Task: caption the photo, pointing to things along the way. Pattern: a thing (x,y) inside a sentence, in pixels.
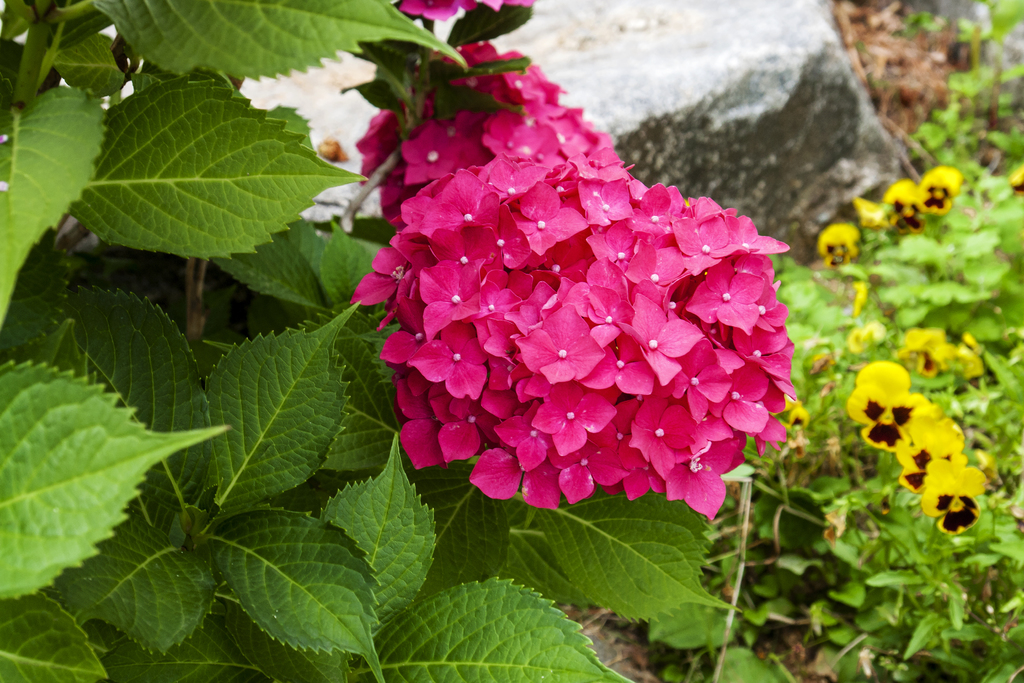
In this given picture, we can see few leafs (218,112) which include the stem (21,87) after that in the middle (673,238), we can see a bunch of flowers (483,259) and a stone (667,94) towards right bottom (840,528), we can see few dried leafs (921,76).
